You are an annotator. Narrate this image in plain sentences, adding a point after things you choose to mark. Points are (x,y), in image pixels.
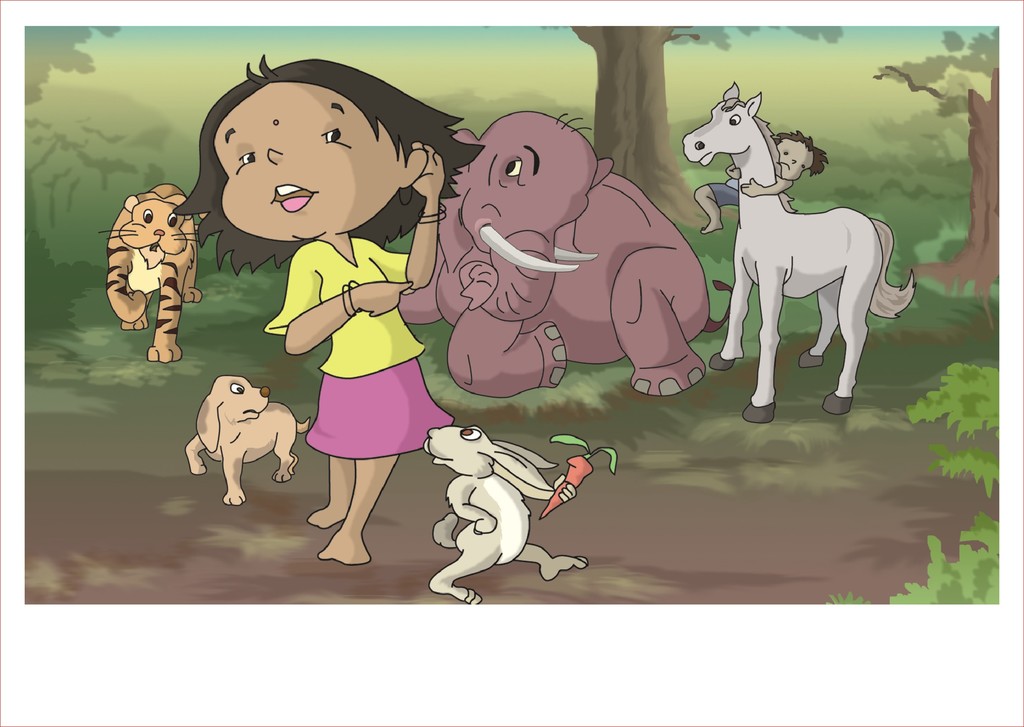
Here this is an cartoon image, in which we can see some animals (680,238) present and we can also see some people (333,301) present and we can see plants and trees (665,157) also present.
